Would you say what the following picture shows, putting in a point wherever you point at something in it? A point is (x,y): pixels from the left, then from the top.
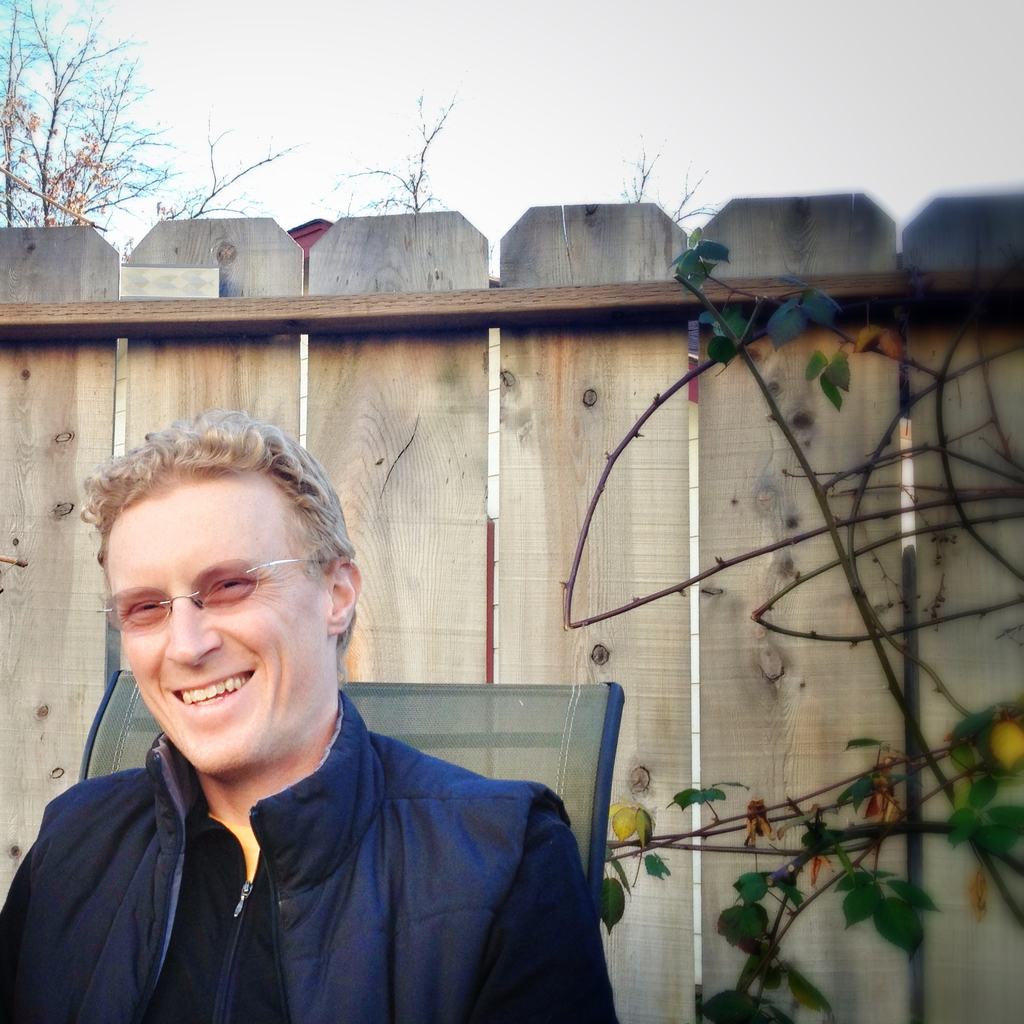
In this picture I can see a man (284,550) sitting in front (125,553) and I see that he is smiling. Behind him I can see few plants (897,928) and wooden fencing (628,493). In the background (33,192) I can see the sky (166,23) and few trees (23,176).
